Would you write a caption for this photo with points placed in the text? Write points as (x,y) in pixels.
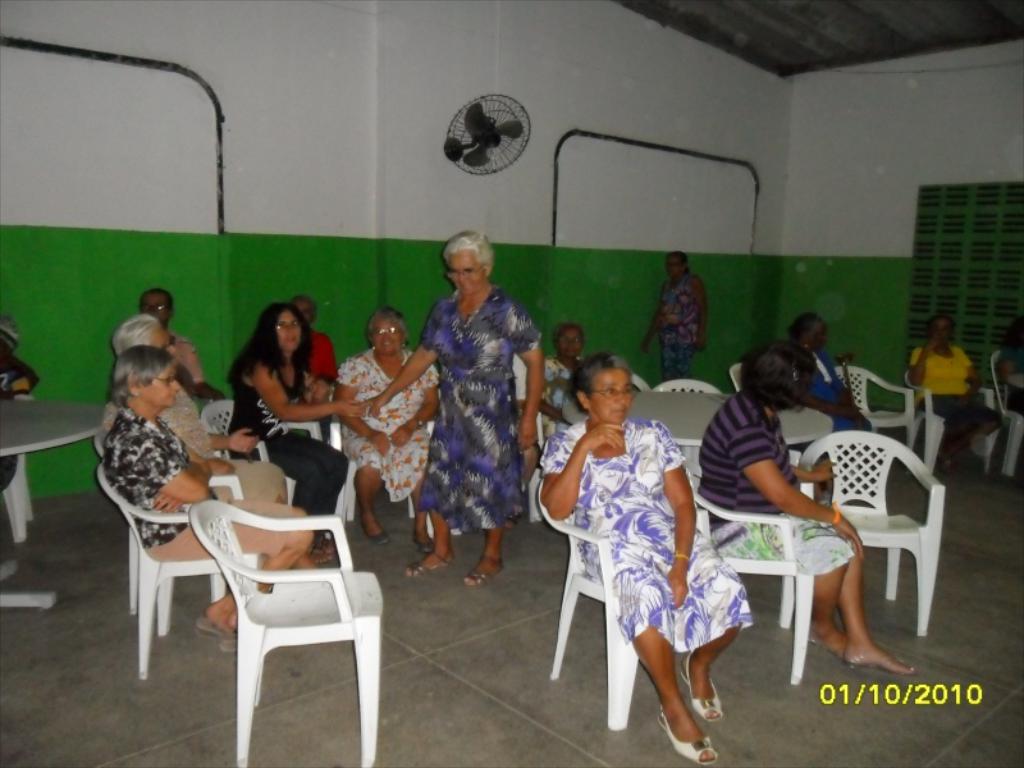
There are few women (396,426) sitting on the chair (341,573) and 2 women (487,360) are standing. On the wall (562,311) there is a table fan (469,130) and here there is a window (964,274).
